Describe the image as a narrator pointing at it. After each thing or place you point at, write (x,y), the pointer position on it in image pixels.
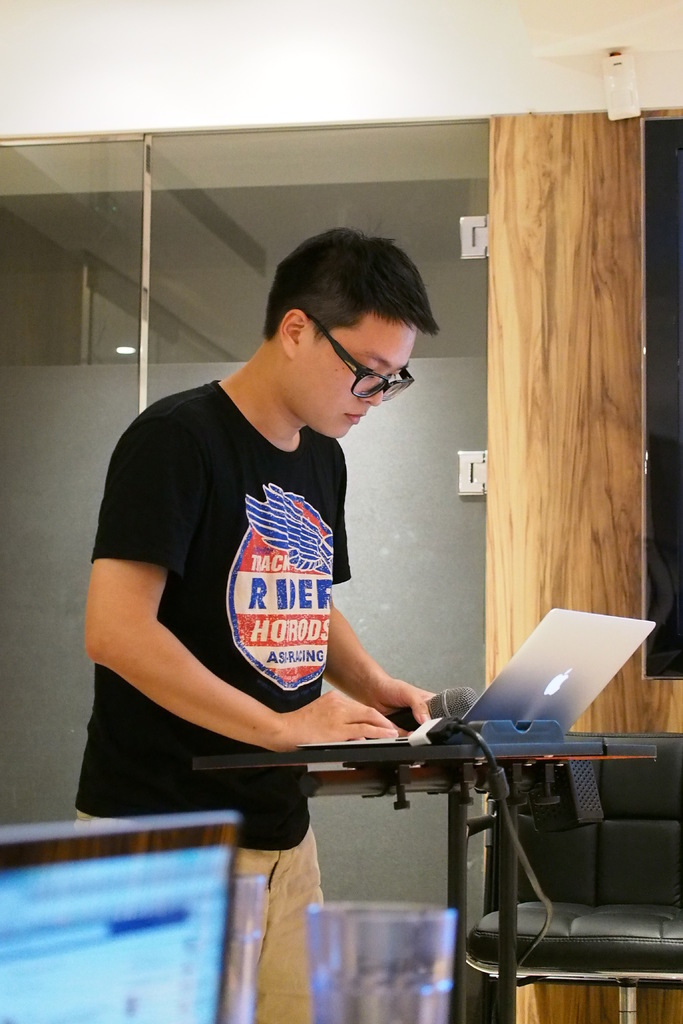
In this image I can see a person (298,561) standing in a room (352,822). He is wearing spectacles (375,381), black t shirt (314,629) and trousers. He is operating a laptop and holding a microphone (438,703) in his hand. There is a glass (377,966) and a screen (164,1023) in the front (431,976). There is a black chair (599,822) and glass door (443,364) at the back (123,273).
